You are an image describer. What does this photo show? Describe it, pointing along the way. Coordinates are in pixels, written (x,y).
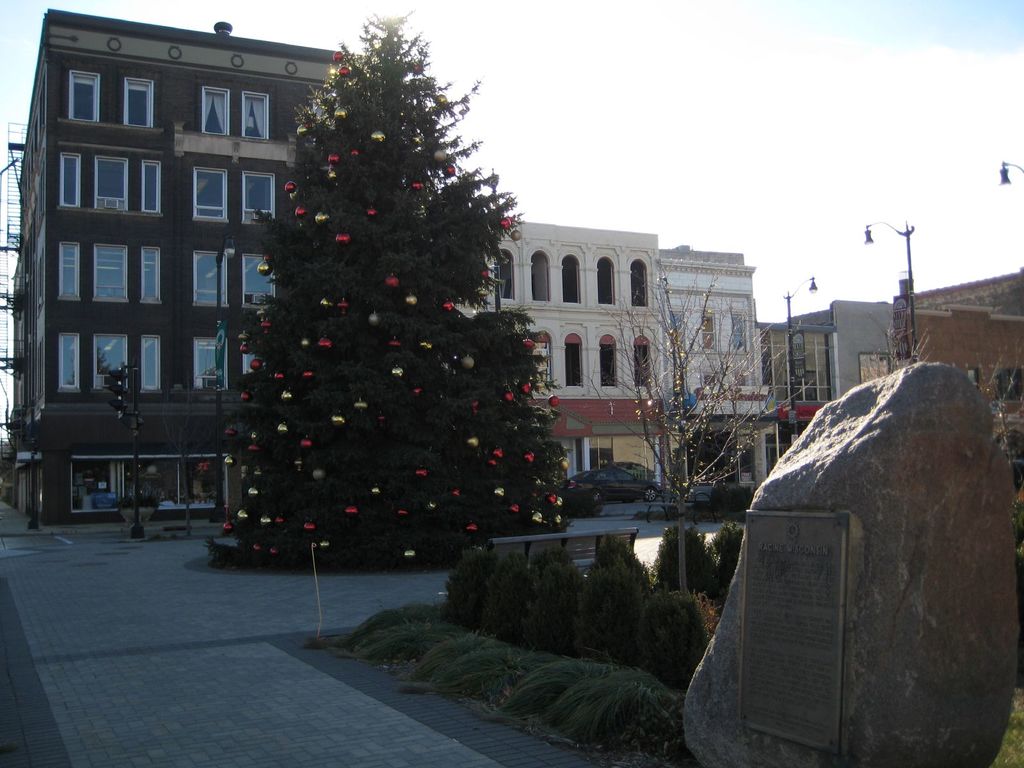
In this picture we can see a stone (738,606) and plants (729,539). On the left side of the stone (813,506) there is a tree (390,322) with some decorative items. Behind the tree (364,418) there are poles (914,285) with lights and traffic signals (122,420) and buildings (108,416). Behind the buildings (616,304) there is a sky (678,152).
